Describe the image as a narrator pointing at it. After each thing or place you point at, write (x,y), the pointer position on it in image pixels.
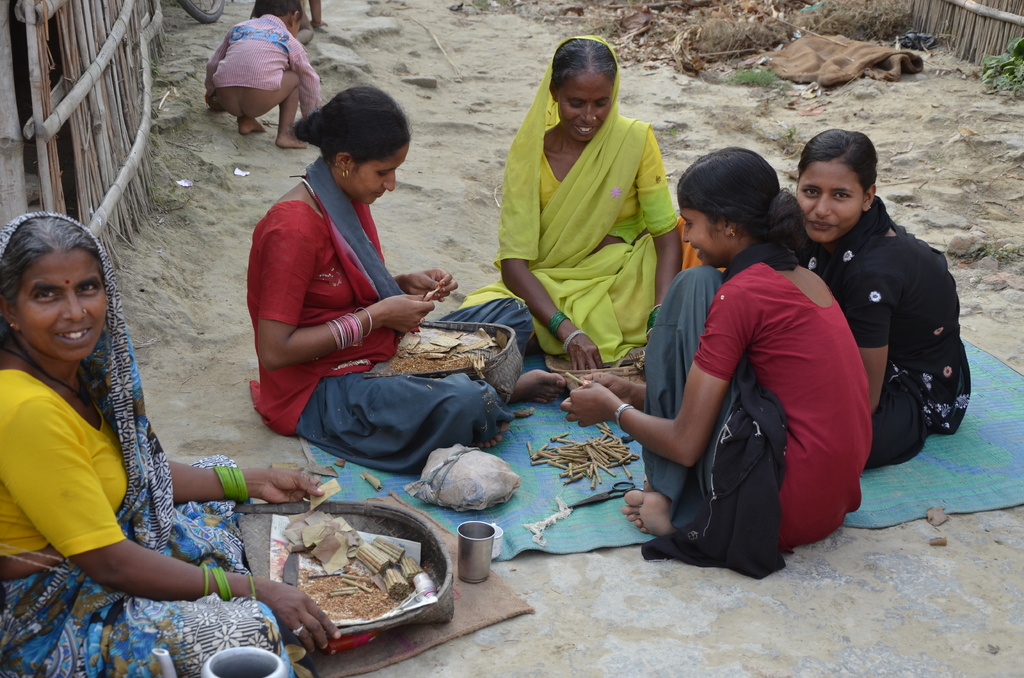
In this image there are few ladies (579,348) sitting on the mat (545,480), one of them is sitting on the surface (402,36) with a smile on her face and they are doing some work, there are few objects (457,475) placed on the mat (565,478) and they are placing few objects (489,367) in their laps (229,553). There are little kids (282,72) playing. On the right (993,39) and left side of the image (76,108) there is a wooden fence (956,39).
